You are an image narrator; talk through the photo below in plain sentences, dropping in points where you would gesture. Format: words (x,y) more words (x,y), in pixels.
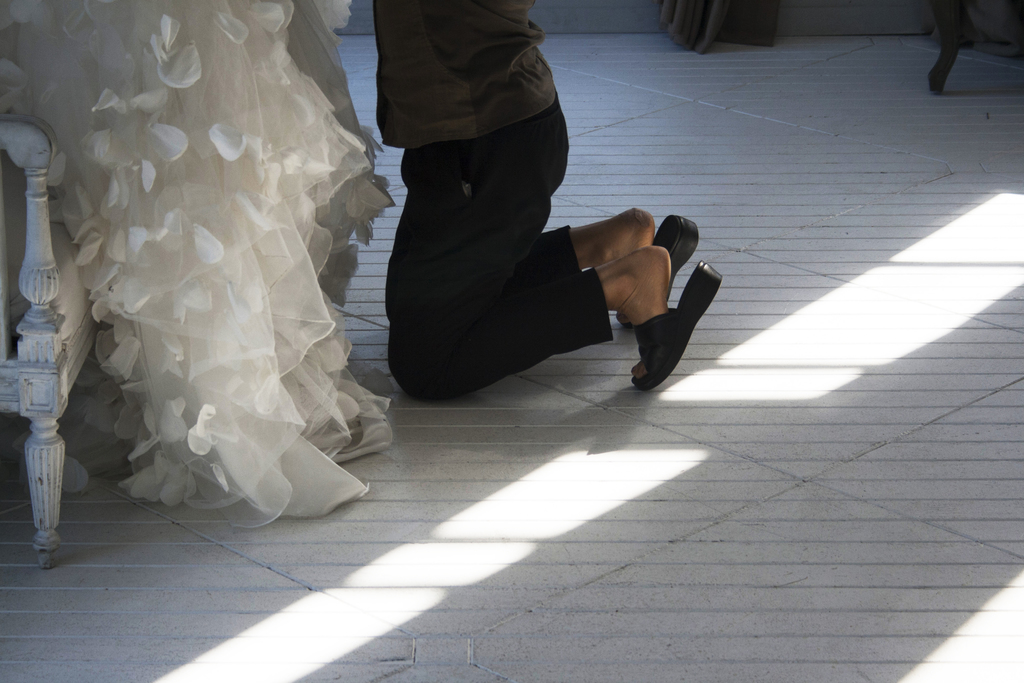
This picture is clicked inside. On the left (131,70) there is a person (184,89) wearing white color dress (176,153) and seems to be sitting on the chair (48,391). In the center (400,236) there is another person (455,89) wearing t-shirt (471,122) and kneeling on the floor (671,384). In the background (866,11) there is a wall (866,11) and some other objects (751,42).
